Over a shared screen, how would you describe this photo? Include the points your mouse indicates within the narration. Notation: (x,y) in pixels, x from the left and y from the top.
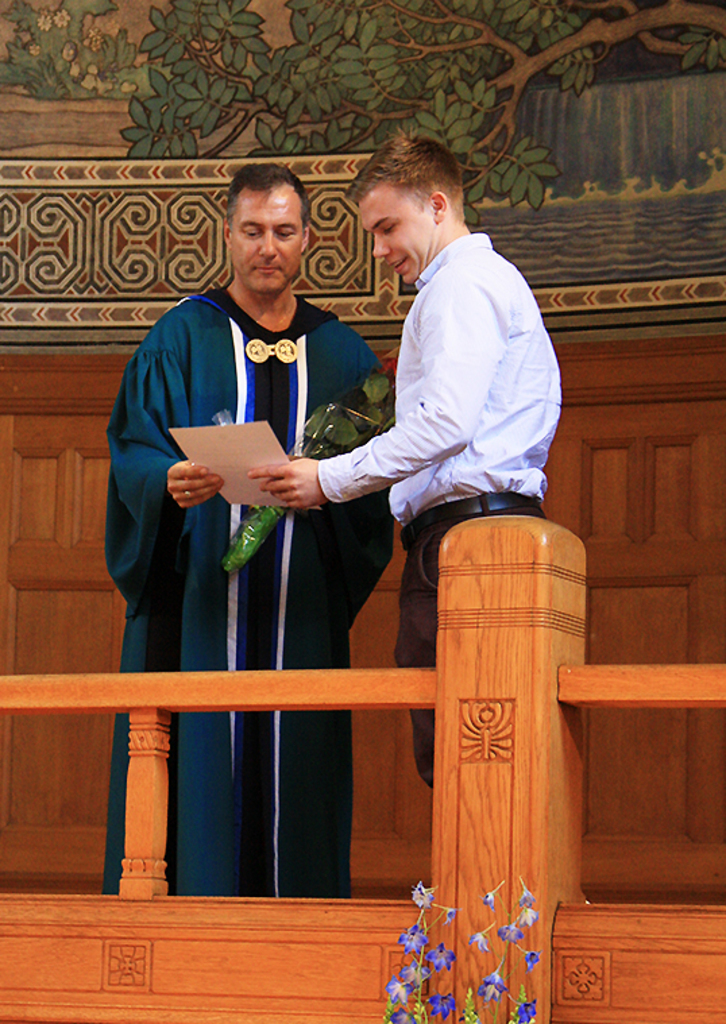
In this image I can see two men (187,539) are standing and holding some objects (246,554) in hands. In the background (311,92) I can see some painting (369,106) on the wall (338,122).
